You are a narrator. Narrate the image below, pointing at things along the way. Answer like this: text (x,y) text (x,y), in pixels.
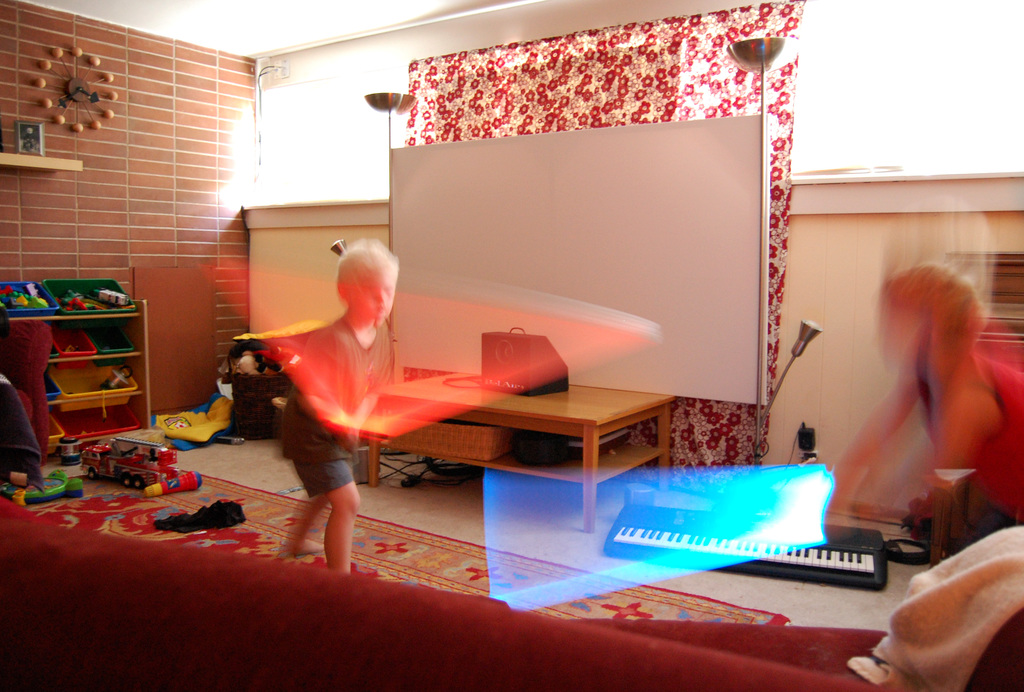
Two boys (375,328) are playing with toys (508,492) in a living room (402,449).
